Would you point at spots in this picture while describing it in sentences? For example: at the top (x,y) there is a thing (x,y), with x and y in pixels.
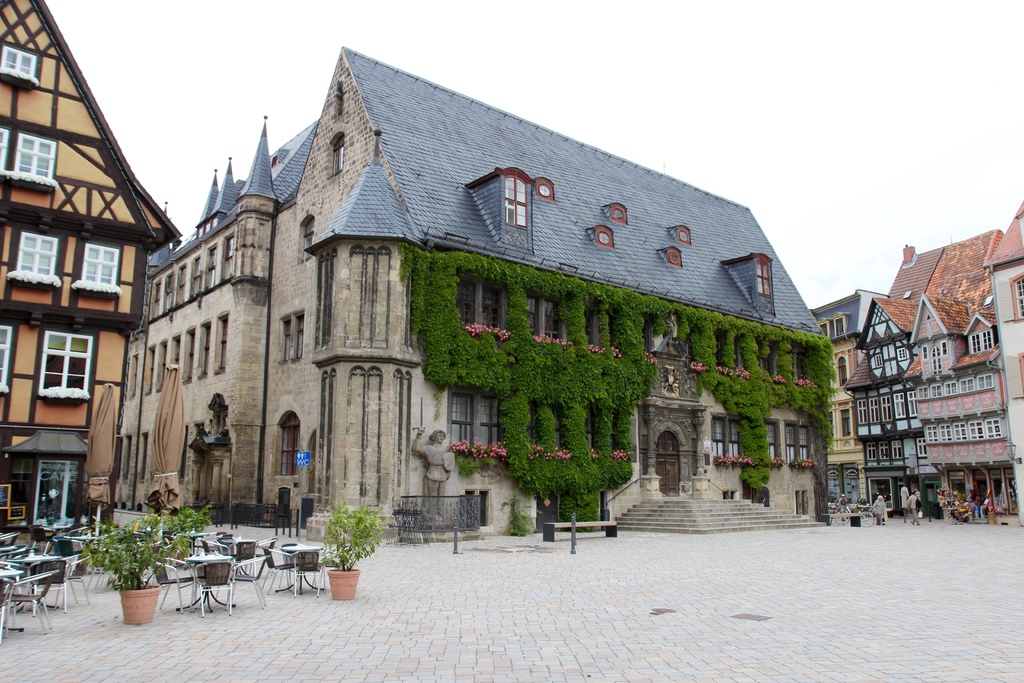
To the left side of the image (113,536) there are tables (84,537), chairs (311,560) and pots (128,597) with plants (155,553). And also there is a building (29,336) with brown color wall (31,198) and white color window (4,59). And in the middle of the image (421,259) there is a house (399,154) with roofs (554,212), sculptures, walls (307,448), windows (722,421), in front of the door (663,464) there are steps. On the building walls (354,457) there are creepers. To the right corner of the image (927,317) there are buildings (933,339) with roofs (984,261), windows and walls (967,400). In front of the building (955,456) there are few people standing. And to the top of the image (450,40) there is a sky (630,57).
